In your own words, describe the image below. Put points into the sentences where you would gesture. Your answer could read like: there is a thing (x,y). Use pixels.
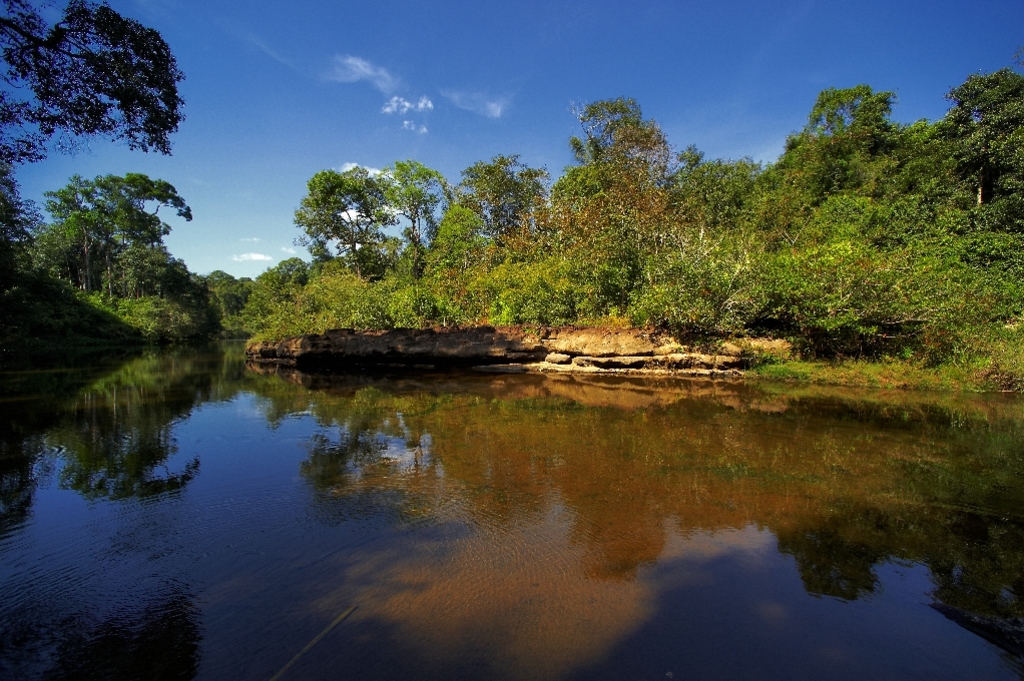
There is a river (390,464) and around the river (20,390) there are plenty of trees (433,246) and in the background (298,124) there is a sky (446,107).
